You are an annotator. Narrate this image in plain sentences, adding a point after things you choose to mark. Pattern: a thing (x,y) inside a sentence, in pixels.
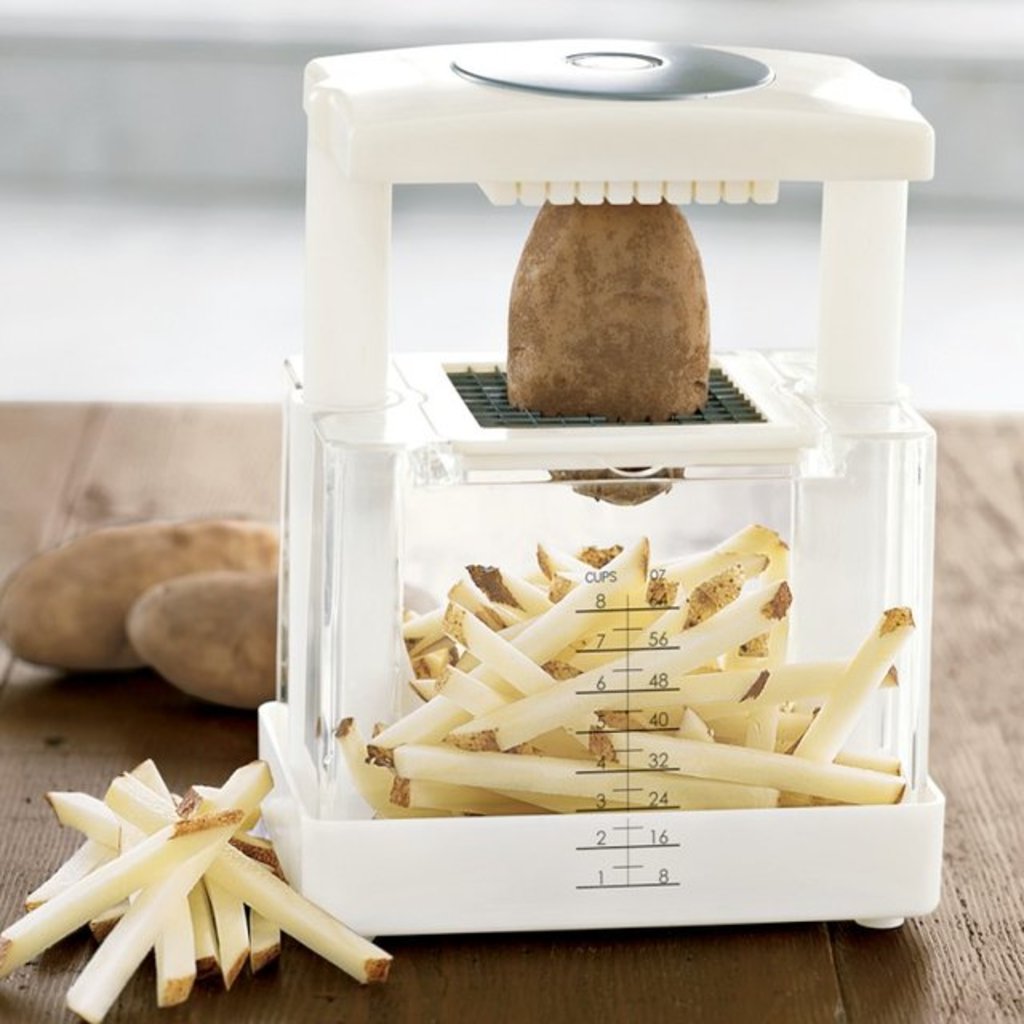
In this image we can see a vegetable cutter (412,407) in which a potato (525,327) is placed between the blades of it and chopped vegetables (679,680) in the container (817,545) below the potato (654,489).
